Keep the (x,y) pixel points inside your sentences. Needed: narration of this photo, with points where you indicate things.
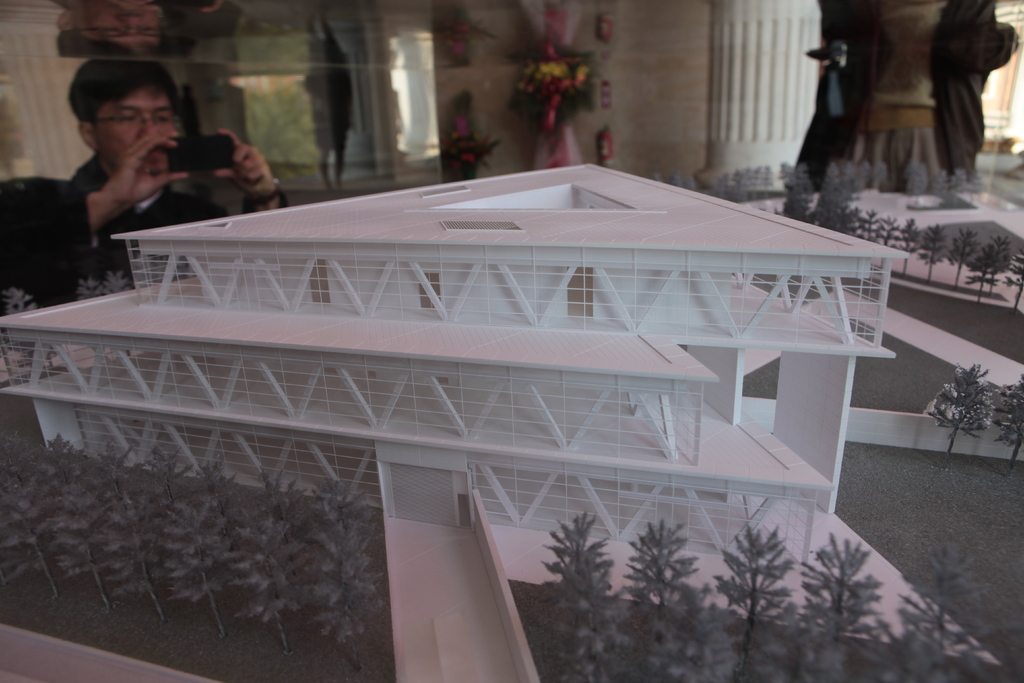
In the center of the image (617,361) we can see a planning of a building construction (692,399) and trees (929,581), ground (952,503). At the top of the image (159,175) we can see a person (142,178) is holding a mobile (210,146) and also we can see wall (513,93), bouquets (584,83), boards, tree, glass (412,69).
